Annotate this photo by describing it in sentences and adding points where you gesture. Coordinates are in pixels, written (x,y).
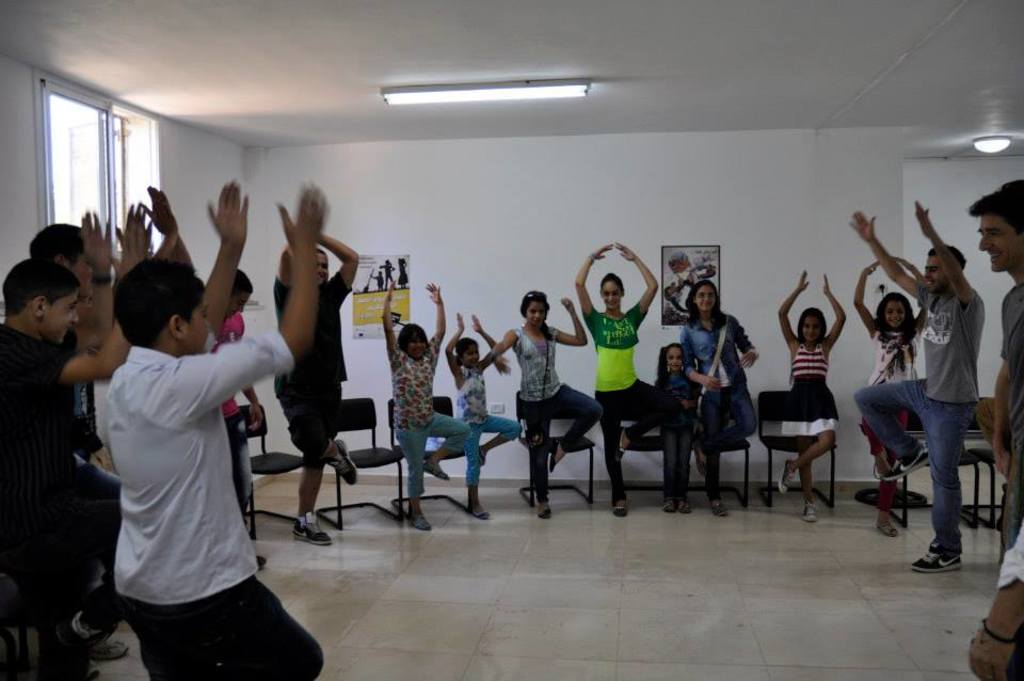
In this image I can see there are few peoples (964,339) visible in front of chairs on the floor (659,512), behind there is a wall (502,168), window (128,168), on the wall (502,168) there are some posters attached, at the top (588,45) there is a roof (588,45), on which there are two lights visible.
